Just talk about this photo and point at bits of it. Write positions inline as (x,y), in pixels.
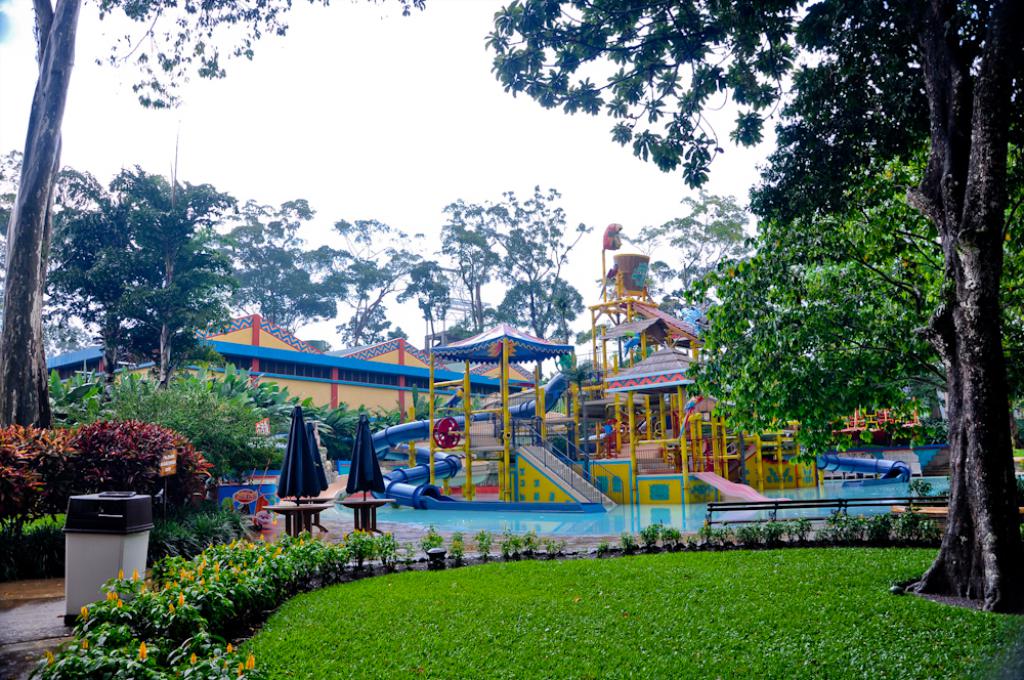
In this image I can see the plants (241,609) with yellow color flowers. To the left (98,560) I can see the dustbin (100,553). In the background (406,83) I can see the water slides (674,440), many trees (385,292) and the sky (355,161).
